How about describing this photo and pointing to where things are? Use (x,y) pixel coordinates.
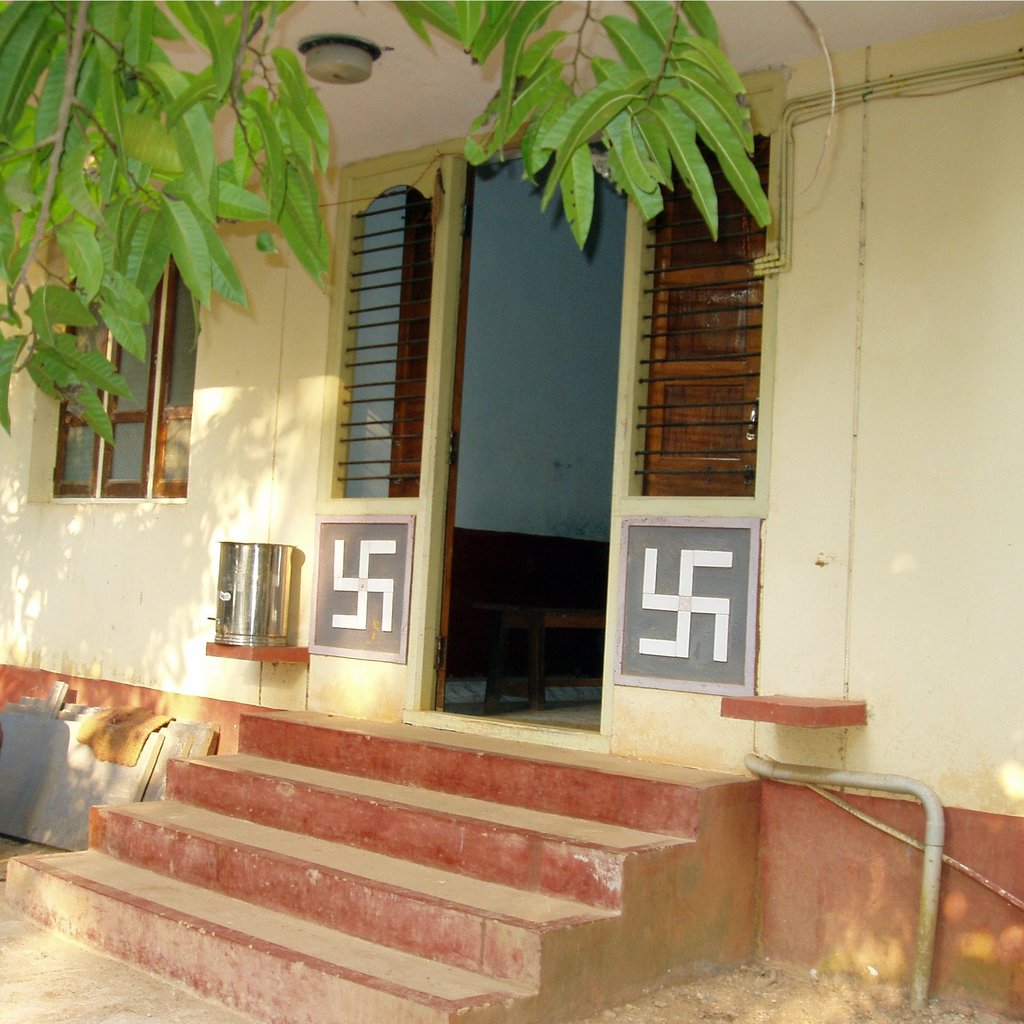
In this image I can see stairs (498,758), a bench (529,647), Iron bars (381,233), green colour leaves (62,382), a steel thing (281,619) and here on these walls (910,580) I can see few logos (385,581).
